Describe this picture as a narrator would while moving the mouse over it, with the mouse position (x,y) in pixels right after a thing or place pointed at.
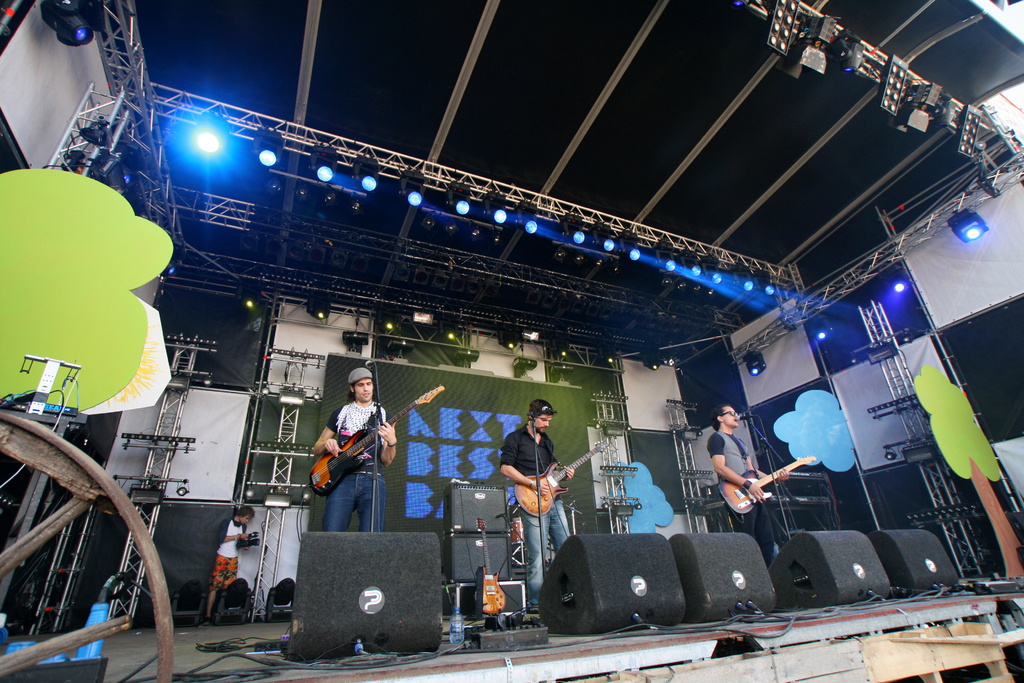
In this picture we can see a group of people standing on the stage (457,661), they are holding guitars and in the background (194,612) we can see lights (198,593).
